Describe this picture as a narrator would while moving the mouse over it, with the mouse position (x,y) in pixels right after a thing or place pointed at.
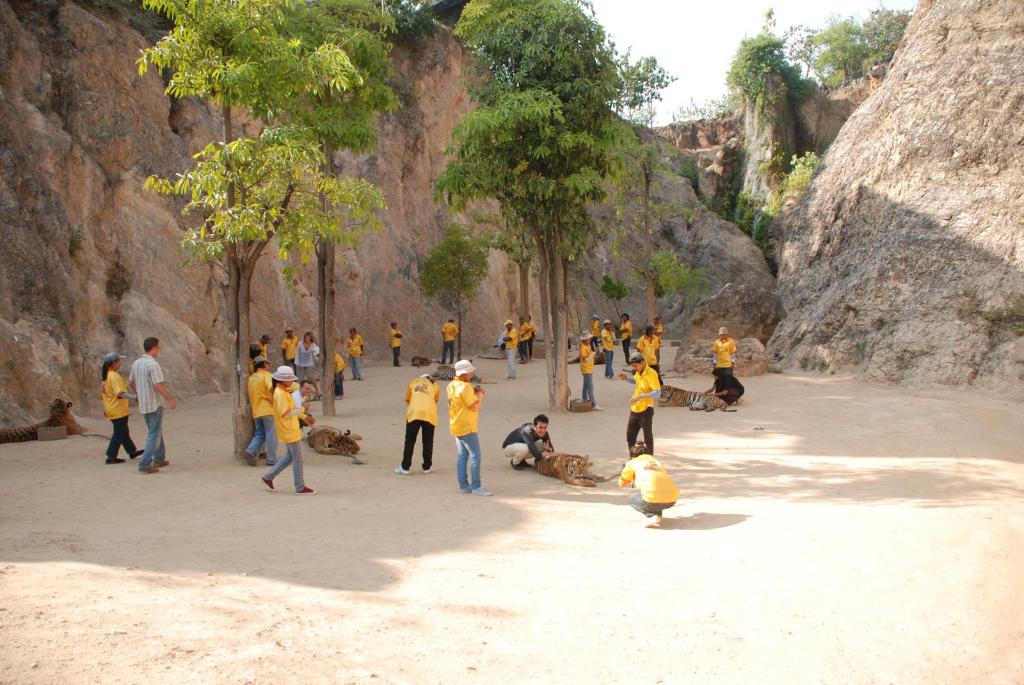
In the middle of the picture (353,329), we see many people (394,329) are standing. Some of them are playing with the tigers (552,470). There are trees (240,453). In the background (100,189), we see trees (664,273) and the rocks (641,257). This picture might be clicked in a zoo.
